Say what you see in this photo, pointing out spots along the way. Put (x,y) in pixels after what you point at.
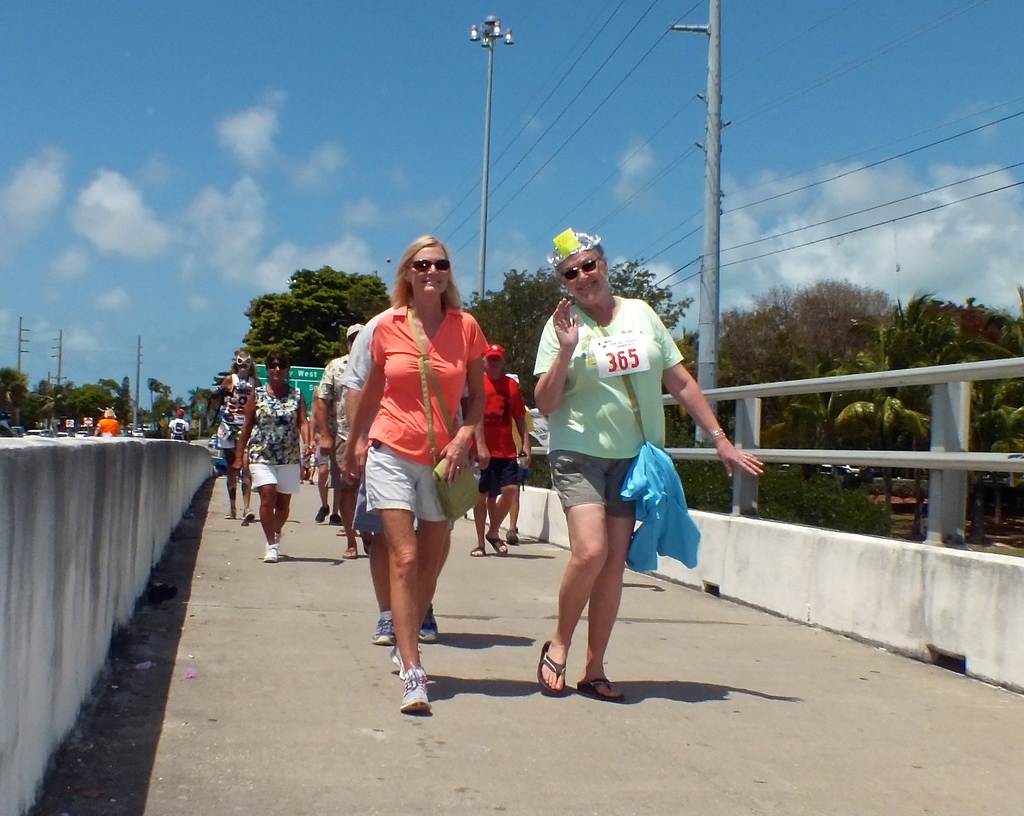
In this image there are so many people (371,437) who are walking on the bridge (447,639). In the background (287,309) there are trees (328,304). On the right side (706,239) there are electric poles (707,226). At the top (545,113) there are wires (564,113). At the top (533,129) there is the sky (528,161).
